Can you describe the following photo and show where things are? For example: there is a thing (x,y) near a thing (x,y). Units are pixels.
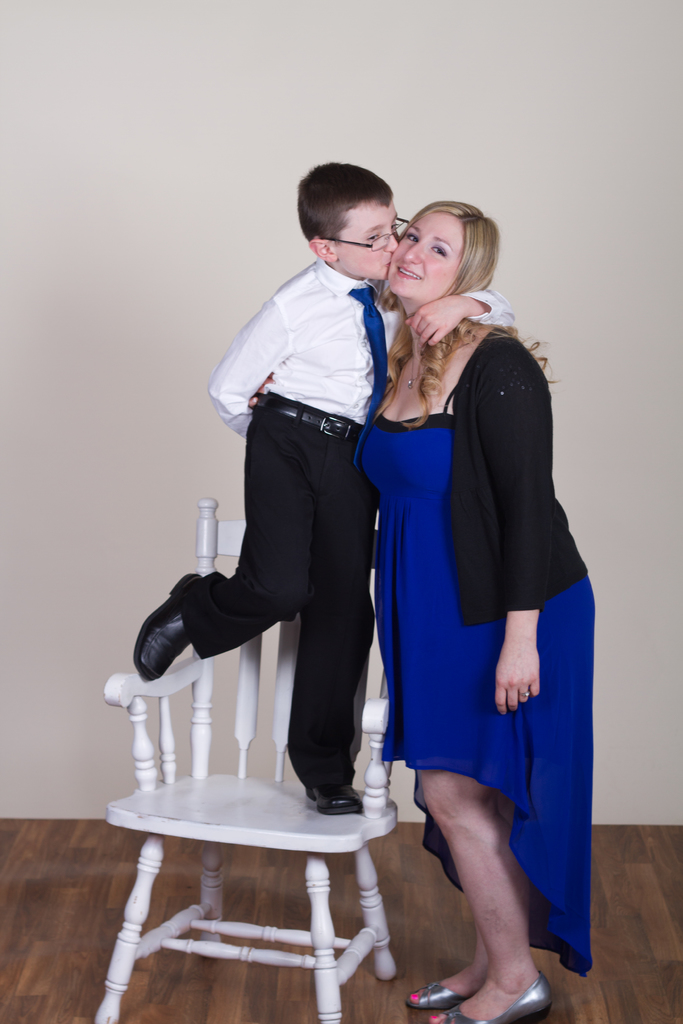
In this image I can see a boy (328,301) and women (511,702), I can see boy (311,189) is standing on a chair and also he is wearing a specs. Here I can see a smile on her face (426,293).
